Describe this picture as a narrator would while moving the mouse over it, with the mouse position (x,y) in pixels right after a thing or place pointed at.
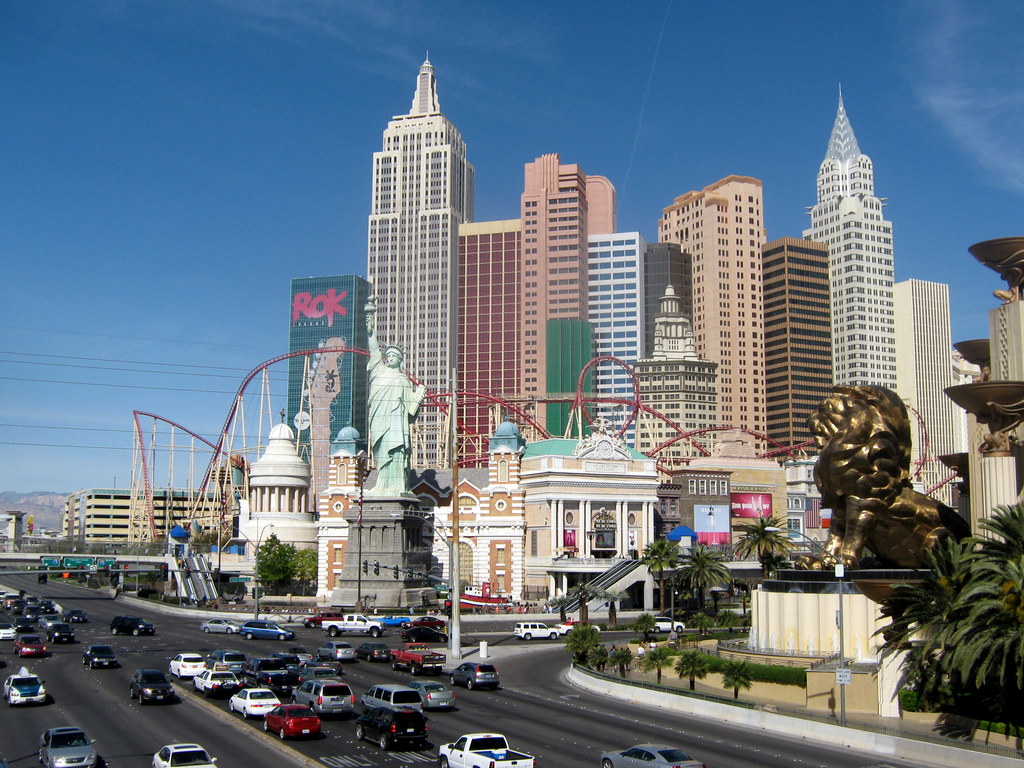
In this image we can see the Statue of Liberty (401,465) and other statues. In the background (515,315), we can see many buildings (411,365). And we can see the vehicles (151,688) on the road (167,650). We can see the plants (726,664) and surrounding trees (737,670). At the top (282,134) we can see the sky (84,451).
